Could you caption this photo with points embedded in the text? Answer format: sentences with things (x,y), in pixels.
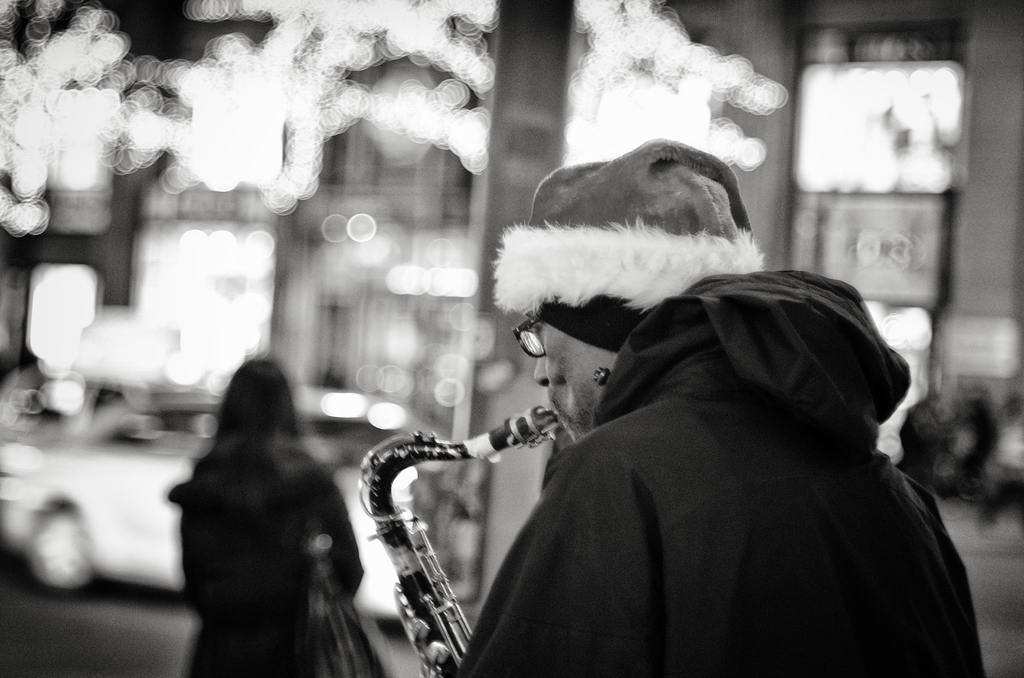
In the foreground (439,443), I can see a person (622,339) is playing a musical instrument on the road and I can see a group of people (977,487) and vehicles (122,513) on the road (984,552). In the background (933,372), I can see buildings (245,205) and lights (237,168). This image taken, maybe during night.
